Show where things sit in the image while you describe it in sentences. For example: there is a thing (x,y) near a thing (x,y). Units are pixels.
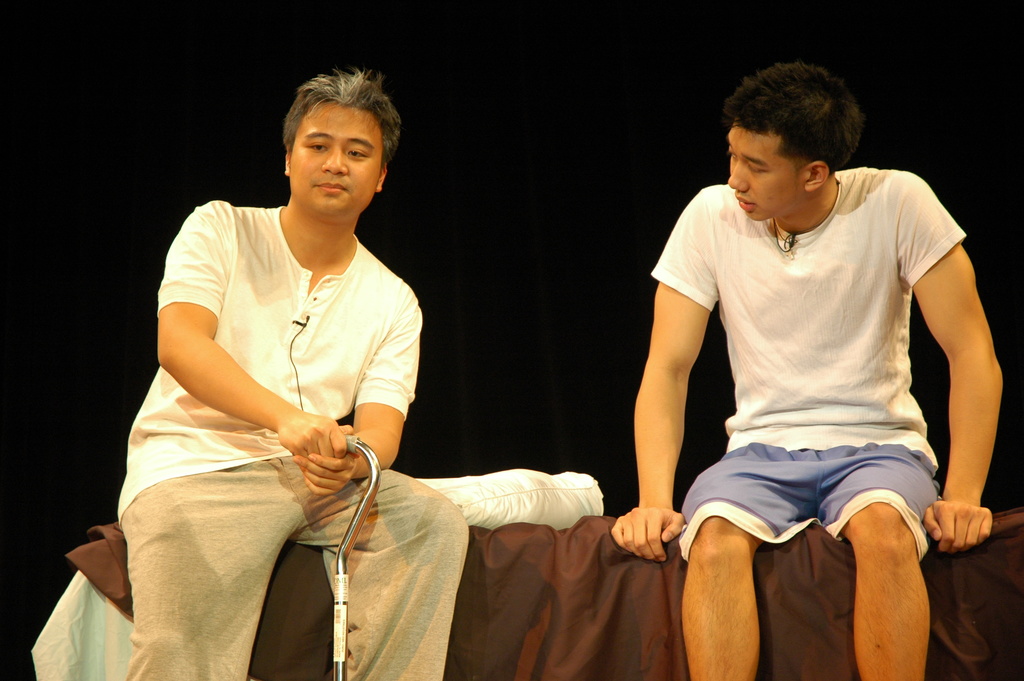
There are two men (239,323) sitting on cloth (549,535) and this man (341,439) holding an object (374,486) and we can see pillow (515,512). In the background (568,224) it is dark.
